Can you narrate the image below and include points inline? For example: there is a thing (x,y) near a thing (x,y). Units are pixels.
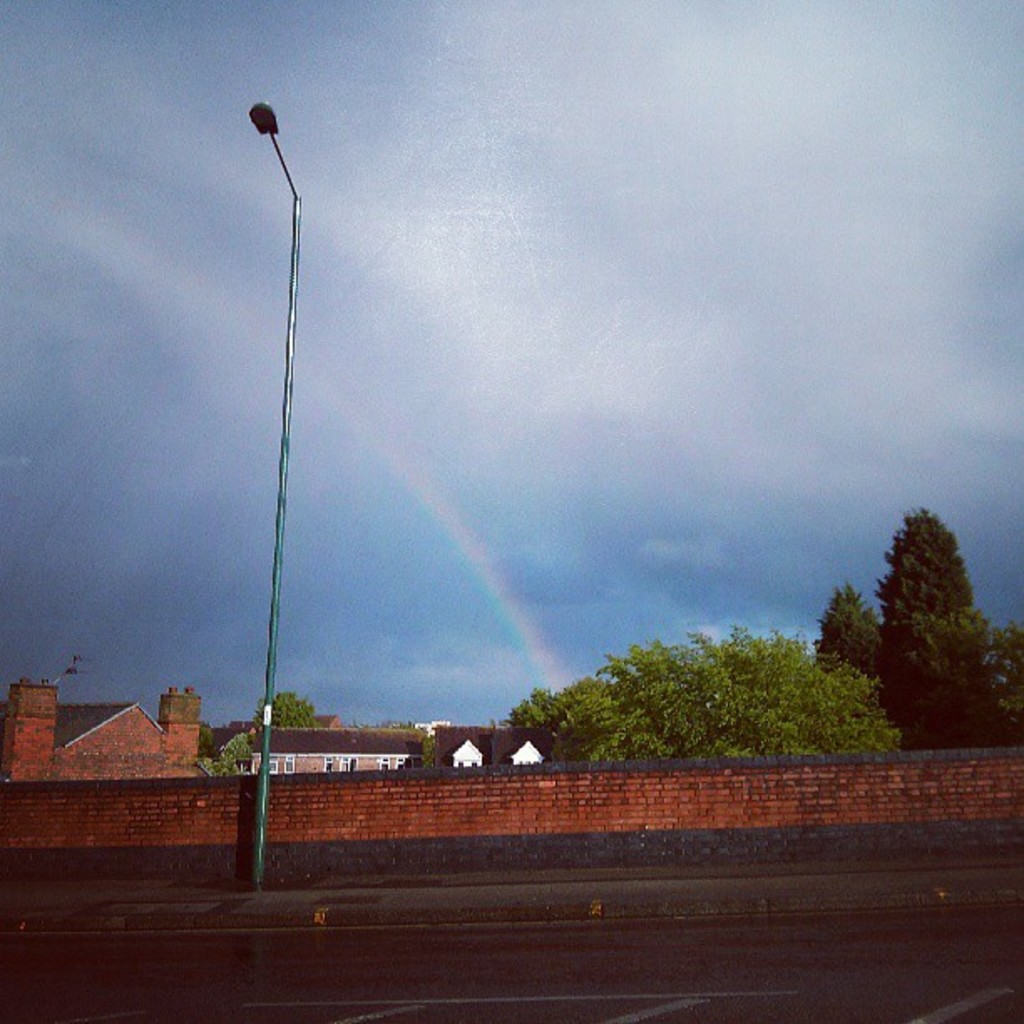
Sky (492,350) is in blue color. This is light pole (277,151). Backside of this wall (368,809) there are trees (582,732) and houses (342,750) with windows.
